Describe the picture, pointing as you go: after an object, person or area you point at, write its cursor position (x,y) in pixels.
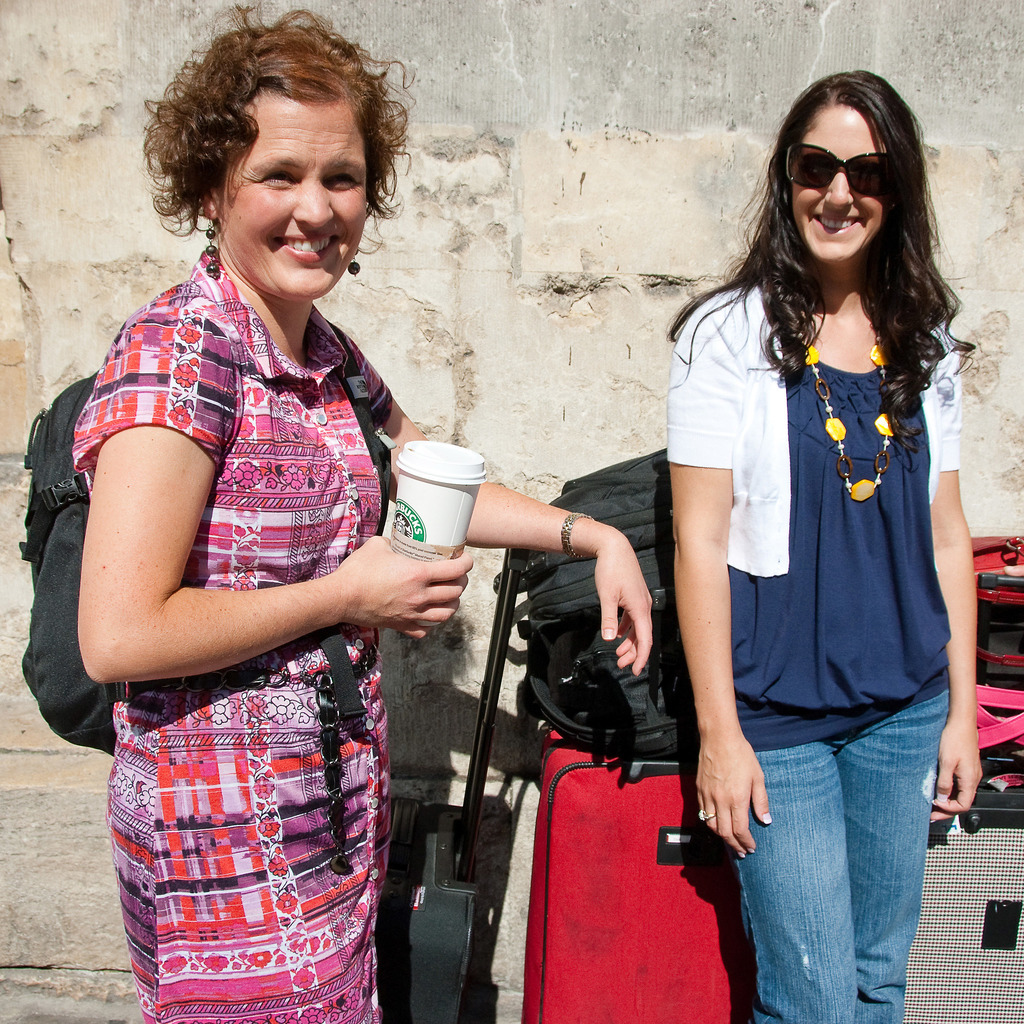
In the middle of the image (376,615) two persons (357,58) are standing and smiling and she is holding a cup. Behind them there are some bags (585,841). At the top of the image (852,48) there is wall (384,355).
